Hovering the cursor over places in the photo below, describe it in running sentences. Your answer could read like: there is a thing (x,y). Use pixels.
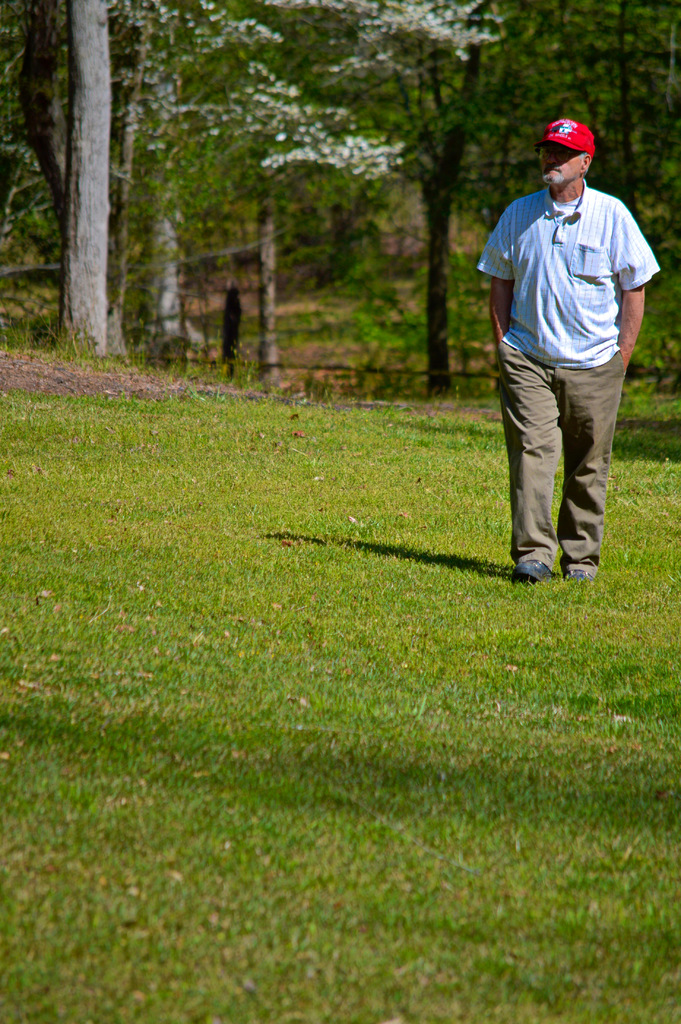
In this image we can see a man (485,265) walking on the ground (443,676). In the background (297,237) there are trees (182,243).
